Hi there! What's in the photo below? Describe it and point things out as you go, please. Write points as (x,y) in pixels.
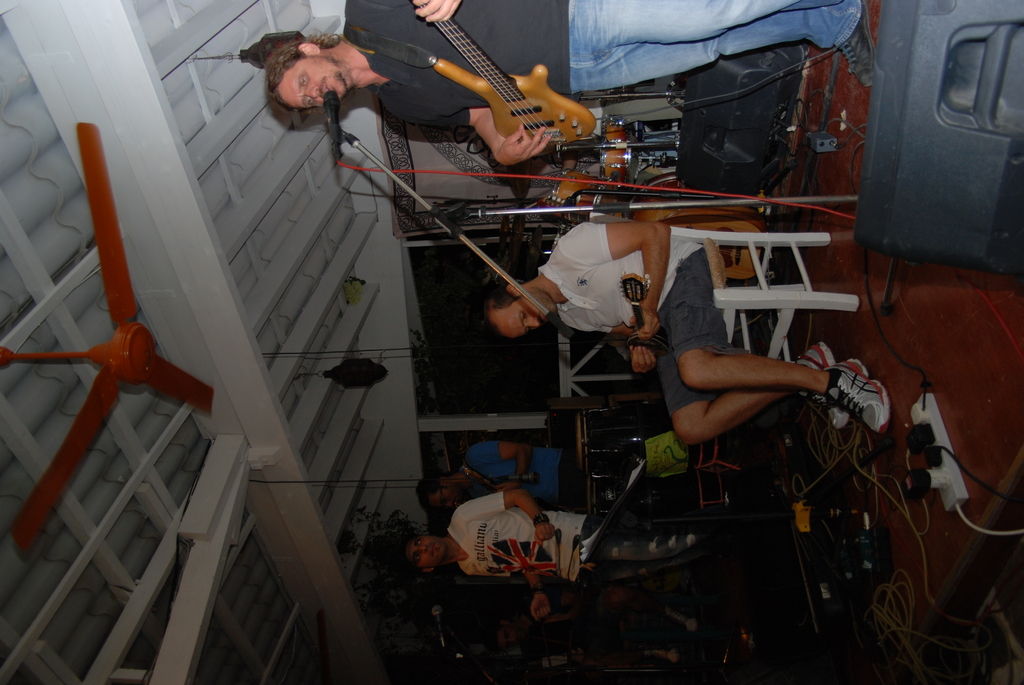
This image is taken indoors. On the left side of the image (175,477) there is a roof (167,509) and there is a fan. On the right side of the image (937,358) there is a floor (974,406) and there are many objects (912,446) on the floor (967,393). In the middle of the image (601,251) a man (614,308) is sitting on the chair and he is holding a musical instrument (636,324) in his hands (643,330). There is a mic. A man (548,69) is standing on the floor (813,62) and he is holding a guitar (484,82) in his hands (521,135). He is playing music with a guitar (473,89) and singing. In the background (626,162) there are a few musical instruments (626,162) on the floor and there is a wall (471,182).
